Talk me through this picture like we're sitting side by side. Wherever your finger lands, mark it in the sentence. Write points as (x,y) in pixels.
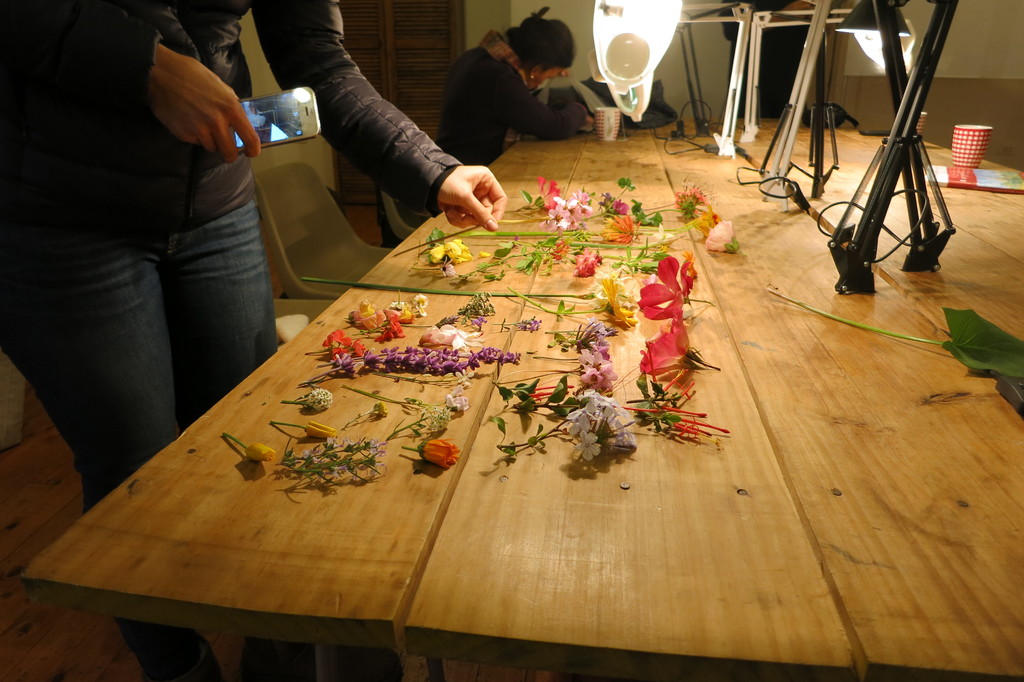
On table (545,465) we can see flowers (617,285), cup (611,128) and light (638,46) and stand (861,259) and beside table (204,531) there are 2 persons (236,154) and chairs (315,231).
